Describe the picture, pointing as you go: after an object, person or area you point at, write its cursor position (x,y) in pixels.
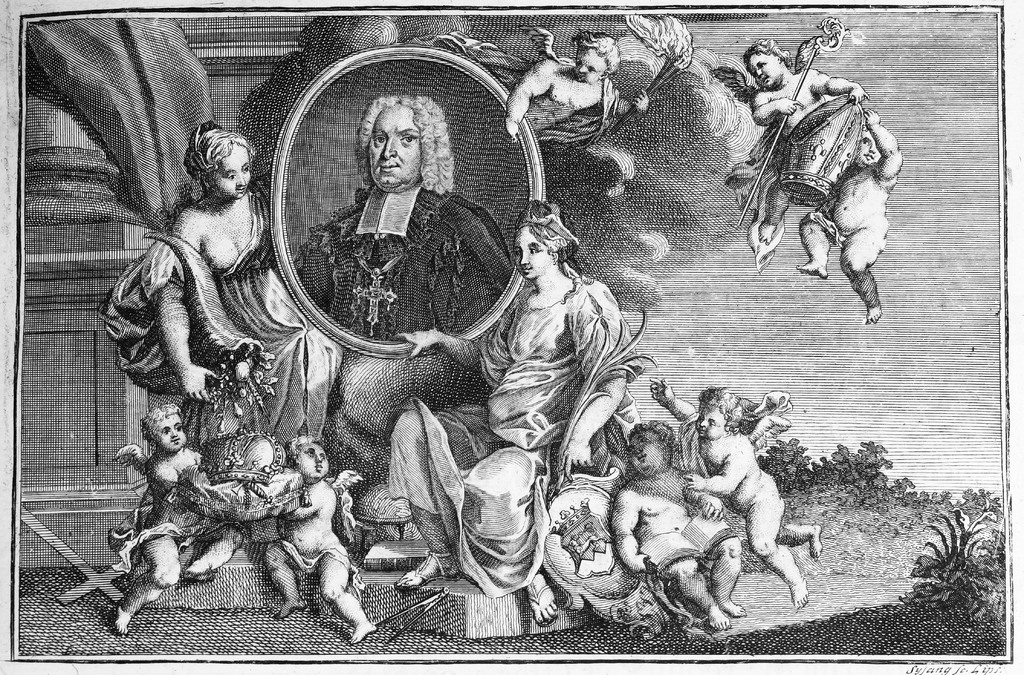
In this image I can see the black and white picture in which I can see few children (342,503) are sitting and holding few objects (255,468) in their hands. I can see few persons (426,458) sitting and a photograph (409,221) of a person (386,214). I can see few of them are flying in the air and holding few objects (824,153). I can see few plants (823,465) and the sky (850,304) in the background (833,324).
